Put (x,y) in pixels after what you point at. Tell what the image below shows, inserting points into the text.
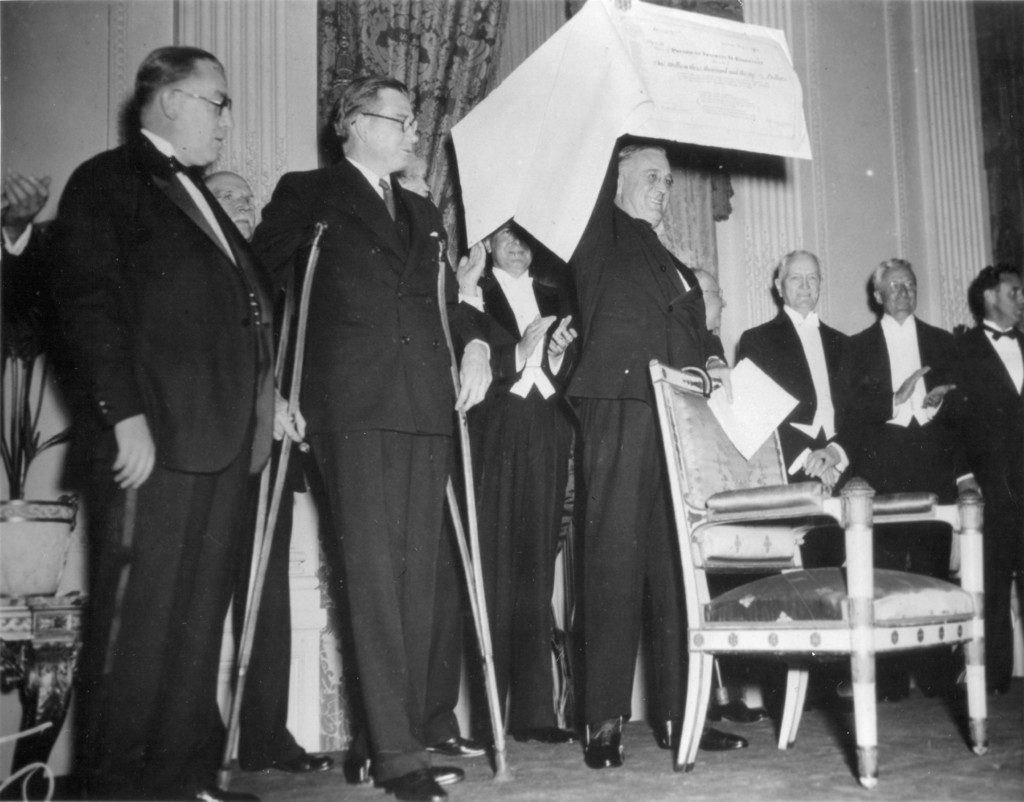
It looks like an old black and white picture. We can see there are groups of people (438,447) standing and a person (615,352) is holding an object (624,129). In front of the people (673,298) there is a chair (745,544) and behind the people (626,345) there is a wall (880,132) with curtains (427,37) and a house plant (19,465) on the table (28,653).
